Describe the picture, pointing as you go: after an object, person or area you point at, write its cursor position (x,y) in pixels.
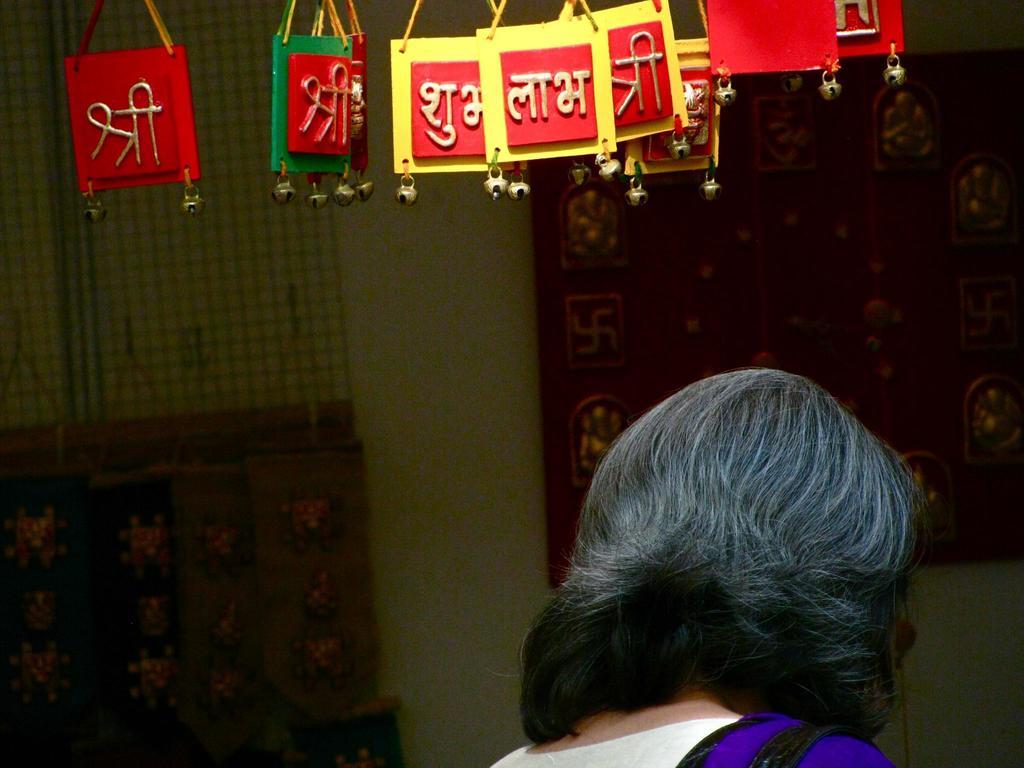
At the bottom of the image (546,660) there is lady (757,470). In the background of the image (456,342) there is wall (399,227). At the top of the image (479,44) there are decorations objects (190,154).
